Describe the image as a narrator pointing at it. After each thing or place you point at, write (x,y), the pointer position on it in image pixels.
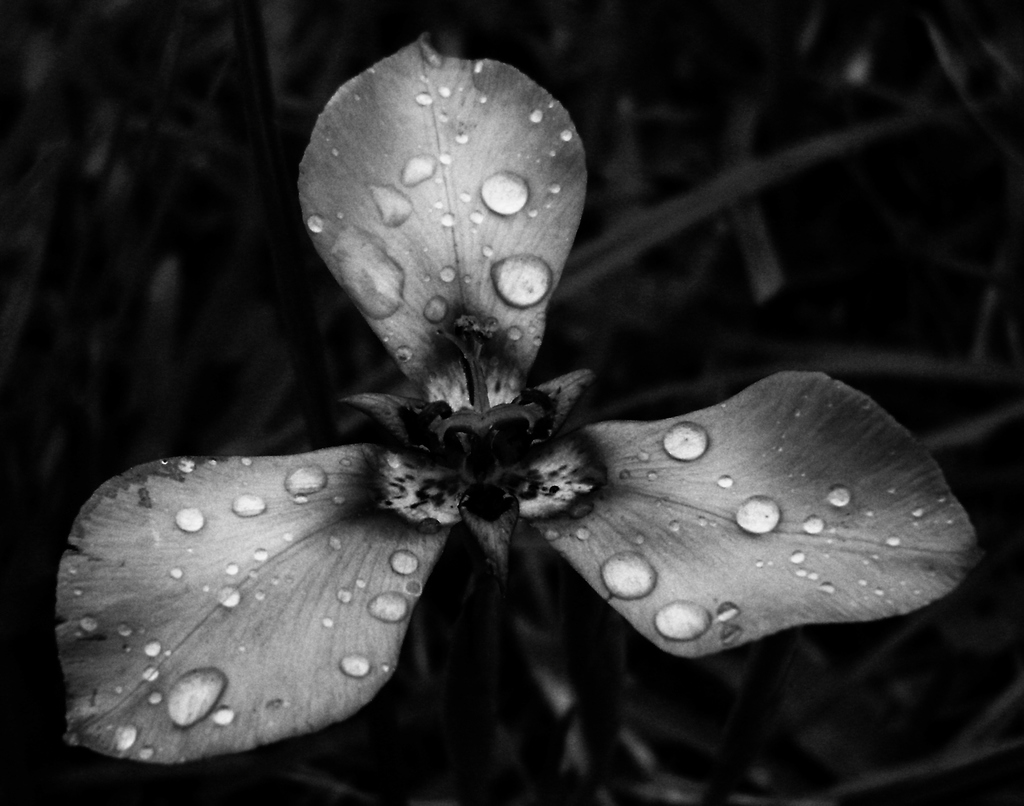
In this picture we can see a flower (327,635) with water drops (381,604) and in the background (902,364) we can see plants (902,364).
